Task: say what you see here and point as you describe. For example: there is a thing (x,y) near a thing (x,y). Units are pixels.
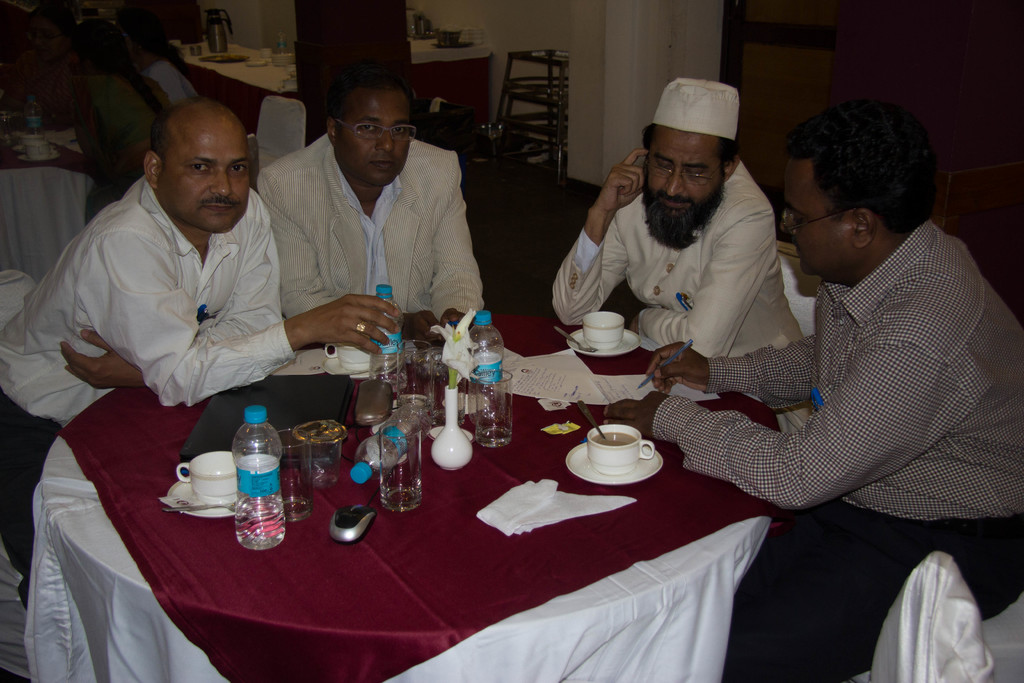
In this image I can see a group of people (791,216) are sitting on the chairs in front of the table (348,601) on which I can see bottles (259,505), glasses (311,499), tea cups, laptop (195,449), mouse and so on. In the background (563,71) I can see a wall (615,68), tables (230,75) and so on. This image is taken may be in a restaurant (776,78).
